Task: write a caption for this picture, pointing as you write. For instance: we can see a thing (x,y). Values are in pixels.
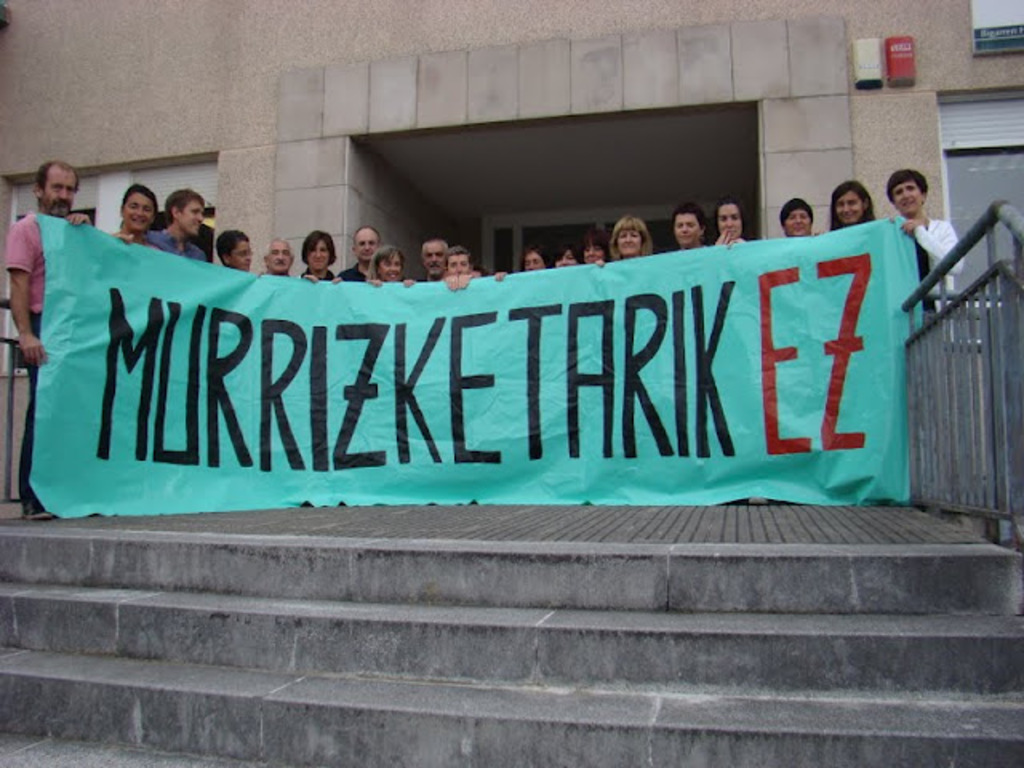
In this image I can see number of persons (200,226) standing and holding a huge banner (424,308) which is green in color and something written on it with black and red in color. I can see few stairs (473,586) and the railing (965,338). In the background (604,99) I can see the building (396,82) and few other objects (908,48) attached to the wall (967,58) of the building (1018,78).
